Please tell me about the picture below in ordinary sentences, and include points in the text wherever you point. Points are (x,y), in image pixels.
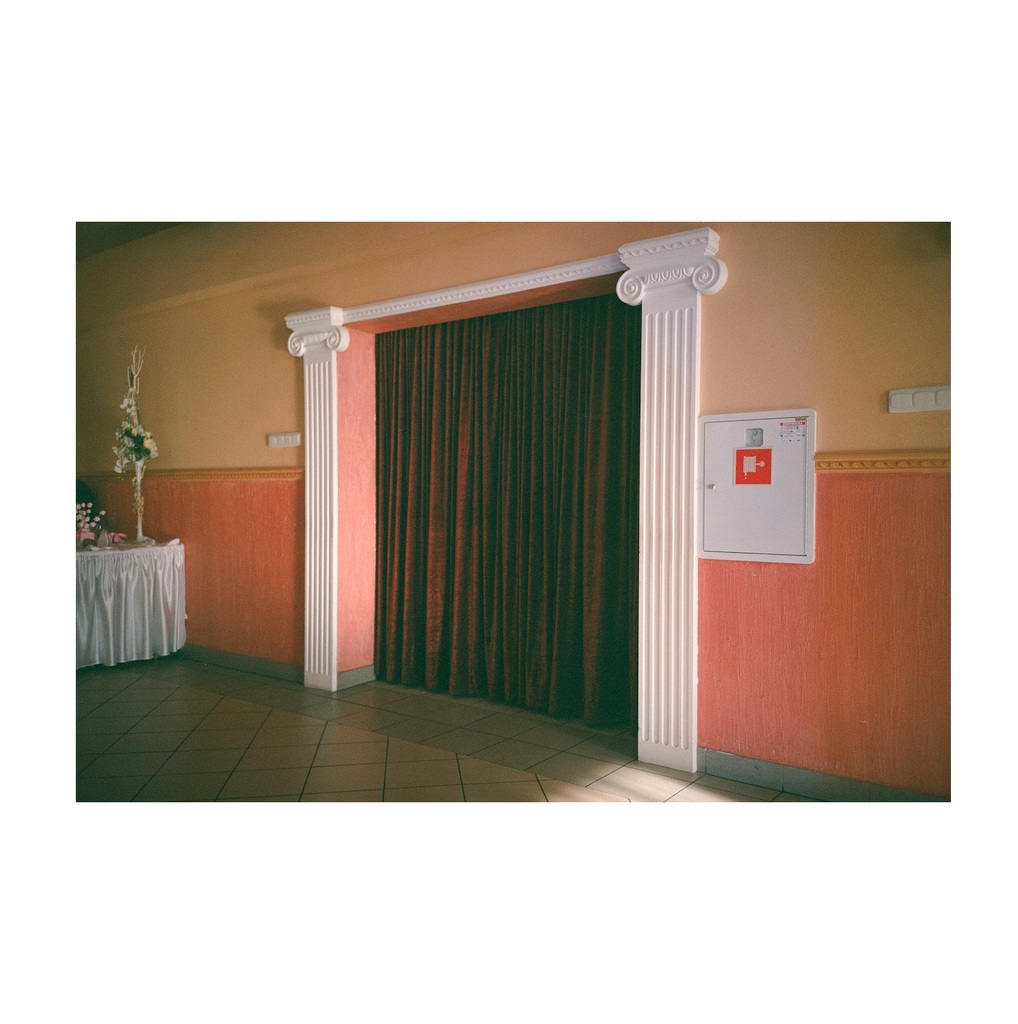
In the center of the picture (407,381) there is a curtain (472,368). On the left (140,605) there is a table (128,596), on the table (125,543) there are flower vase (141,519) and flowers (94,524). On the right (711,507) there is a plug box (763,502). At the top (519,266) it is wall (547,258).
